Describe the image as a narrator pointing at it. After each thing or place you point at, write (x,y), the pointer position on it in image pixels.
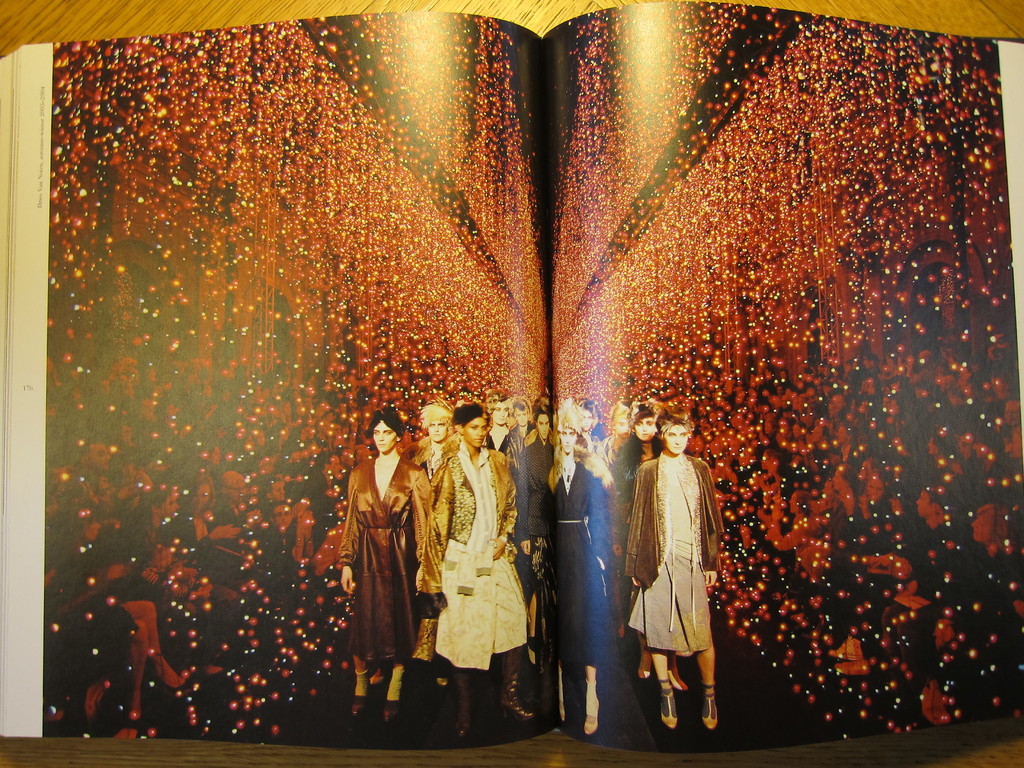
In this image we can see a book (295,428). In the book (557,629) there are the pictures (555,537) of persons (326,547) sitting on the chairs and woman (467,637) standing on the ramp (549,703).
